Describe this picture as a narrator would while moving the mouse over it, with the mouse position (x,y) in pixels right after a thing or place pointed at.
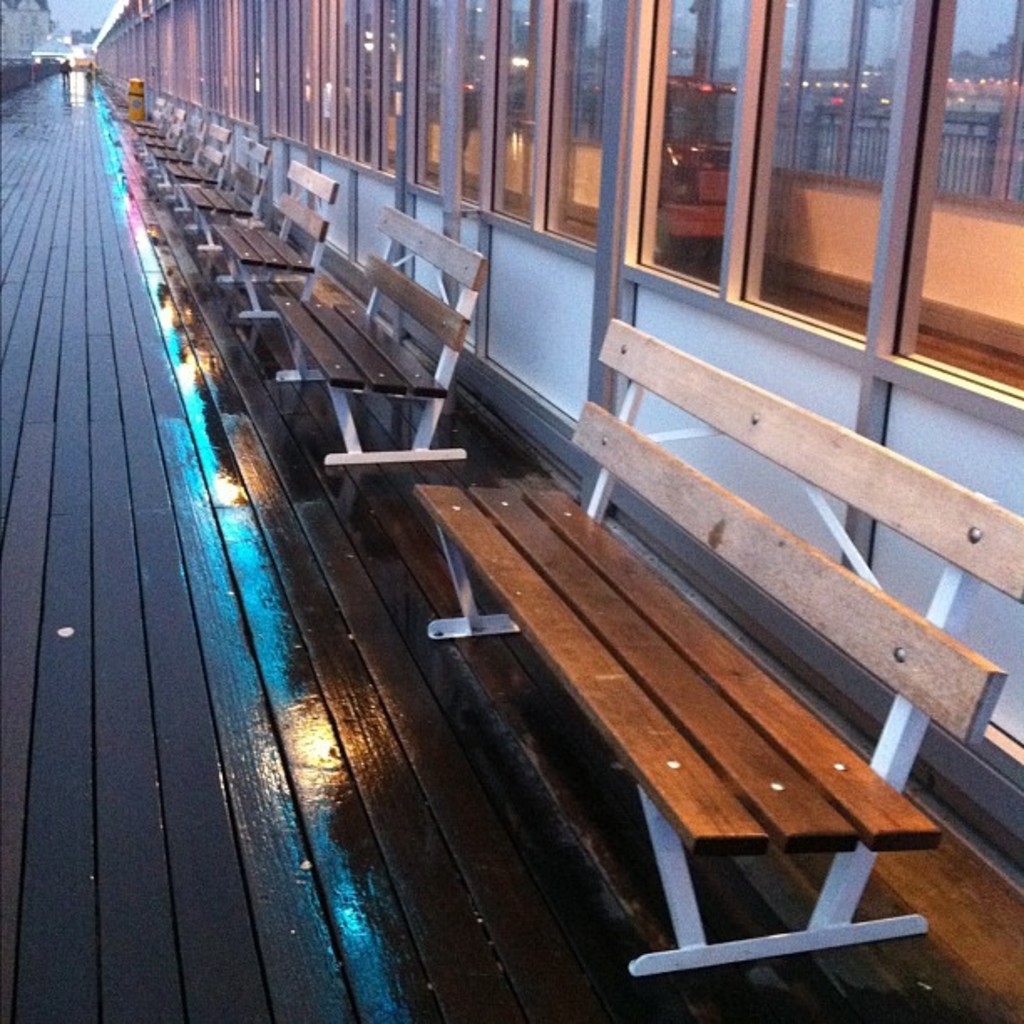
In this picture I can observe benches (199,140) in the middle of the picture (504,545). Behind the benches (389,343) I can observe glass windows (571,107).
